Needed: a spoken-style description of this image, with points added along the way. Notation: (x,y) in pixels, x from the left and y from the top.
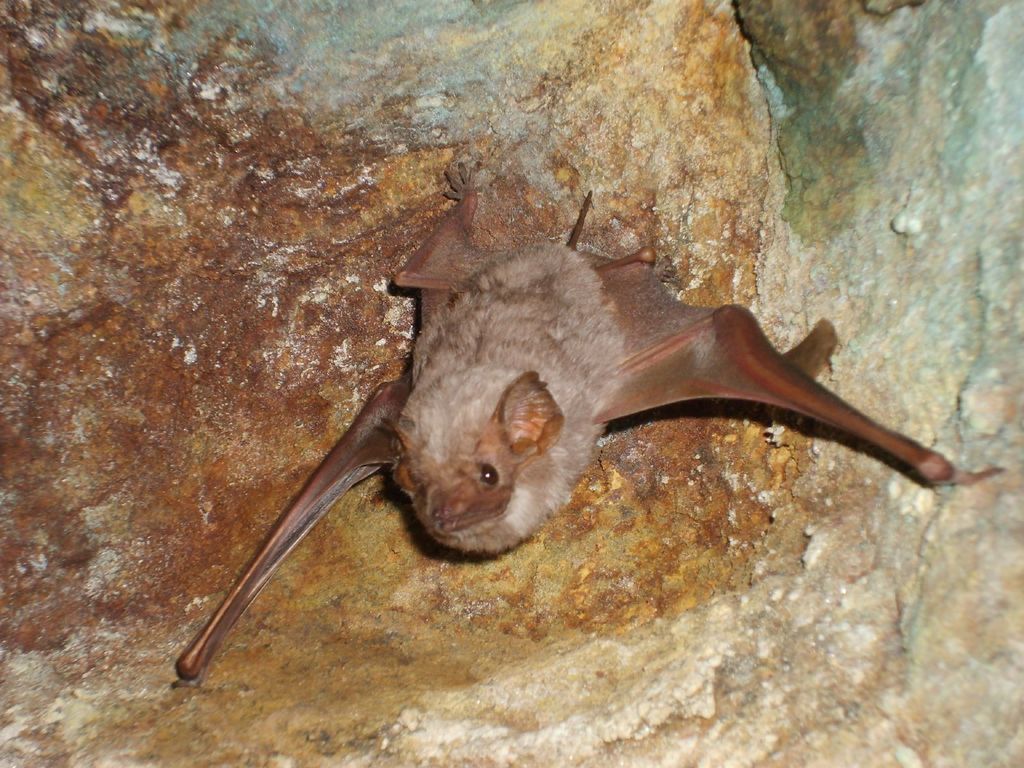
In this image we can see bat (523,440) on the wall (597,489).
